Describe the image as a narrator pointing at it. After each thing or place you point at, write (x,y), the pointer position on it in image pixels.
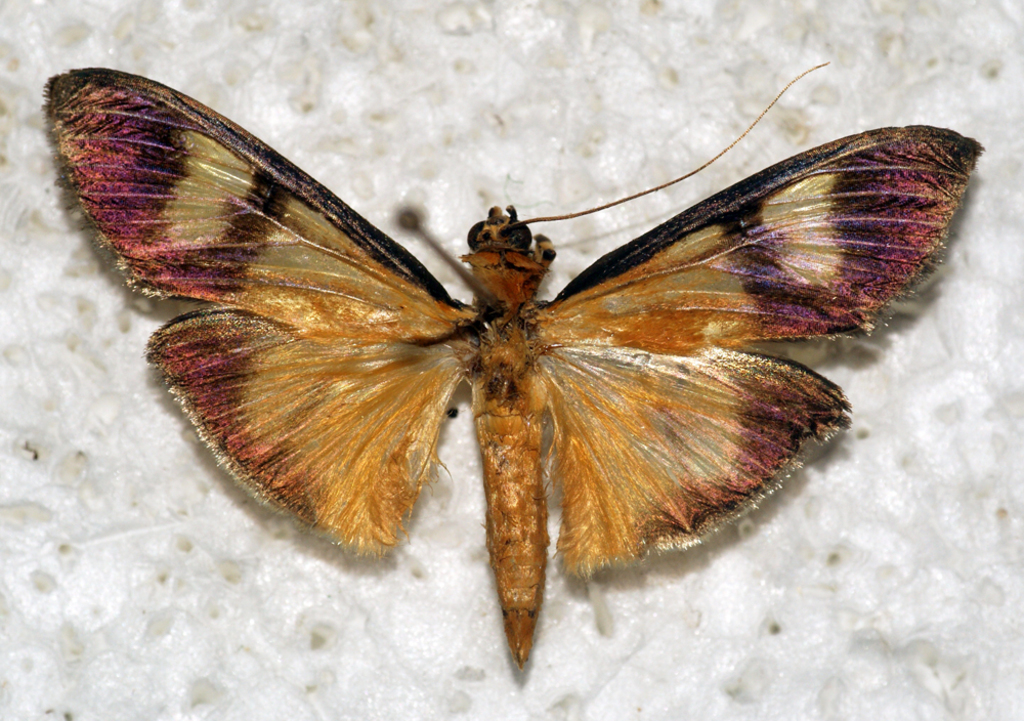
In this image I can see a white colour surface (435,200) and on it I can see a golden and purple colour insect (599,452).
